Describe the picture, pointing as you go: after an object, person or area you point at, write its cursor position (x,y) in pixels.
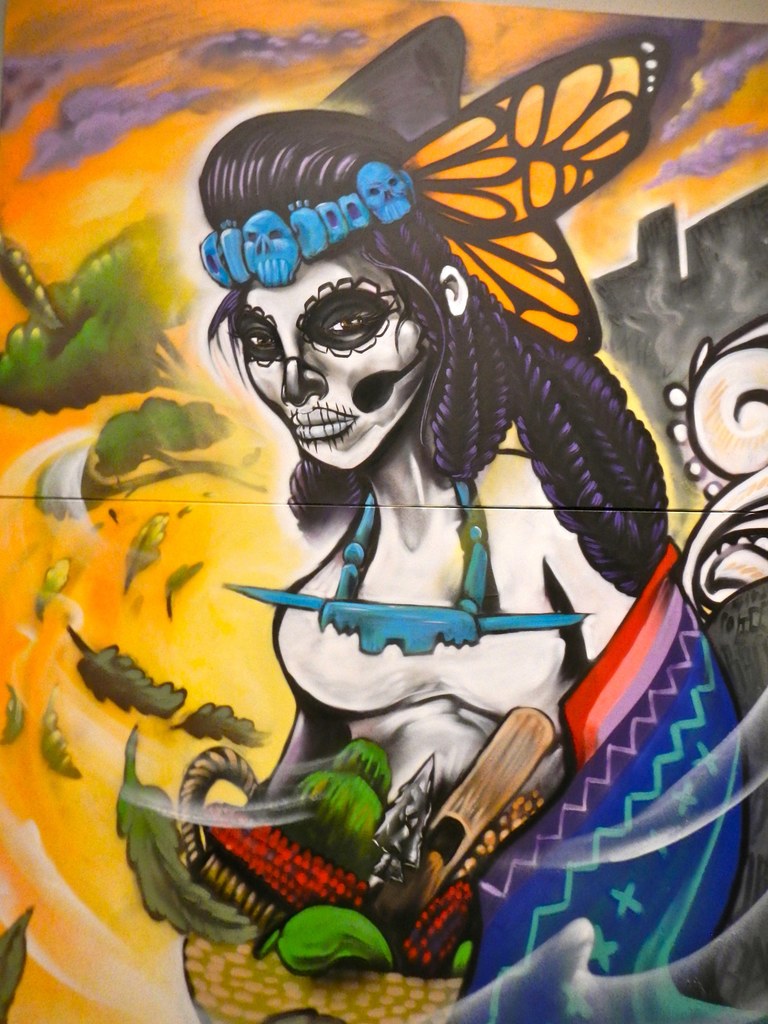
In this picture there a drawing poster (294,727) of a witch woman (637,583) holding a basket (284,992) with some red color corn (258,854) in it. Behind there is a yellow color background (219,674) with green leaves (140,361).
